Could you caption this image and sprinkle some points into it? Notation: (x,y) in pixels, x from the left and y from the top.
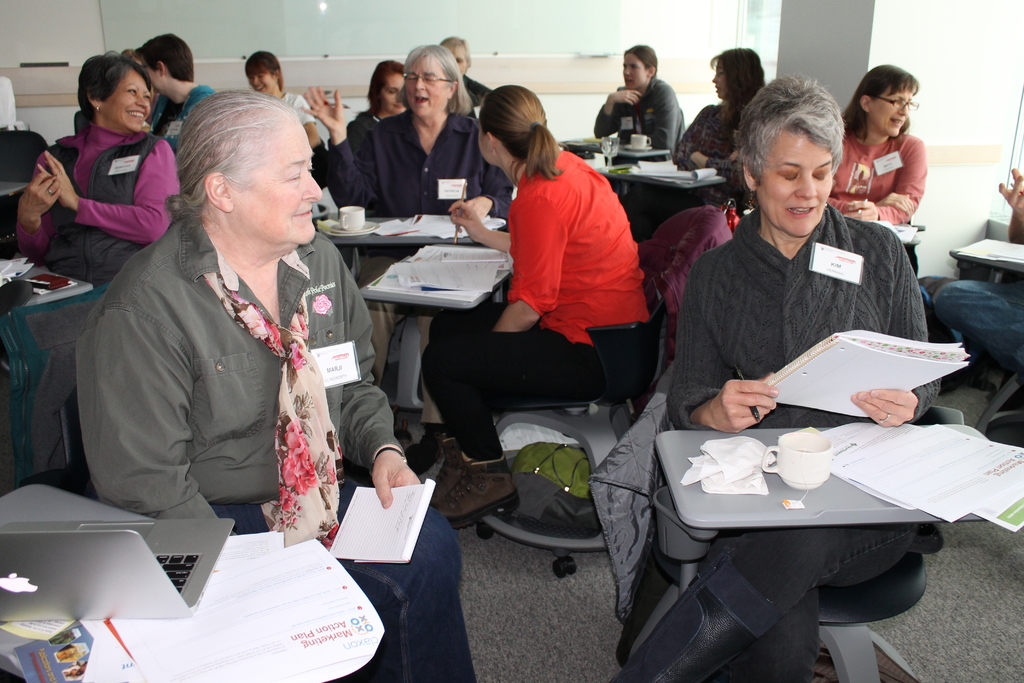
This image is taken inside a room (99,267). In this image there are many people (364,176) sitting on the chairs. In the left side of the image (287,242) a woman (424,635) is sitting on the chair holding a paper (391,532) in her hand (392,483), she is wearing a scarf (313,440) and there is a table (7,495) and on top of that there are few papers (228,635) and laptop (155,575). In the right side of the image (791,106) a woman (772,106) is sitting on a chair (914,601) holding a book (835,384) in her hand (903,393). In the middle of the image (400,242) there is a table (354,238) and top of it there is a cup (356,216) and saucer (366,226). In the background (986,78) there is a wall (902,42) and a pillar (843,67). In the bottom of the image (516,618) there is a floor (578,633) with mat (935,631).
